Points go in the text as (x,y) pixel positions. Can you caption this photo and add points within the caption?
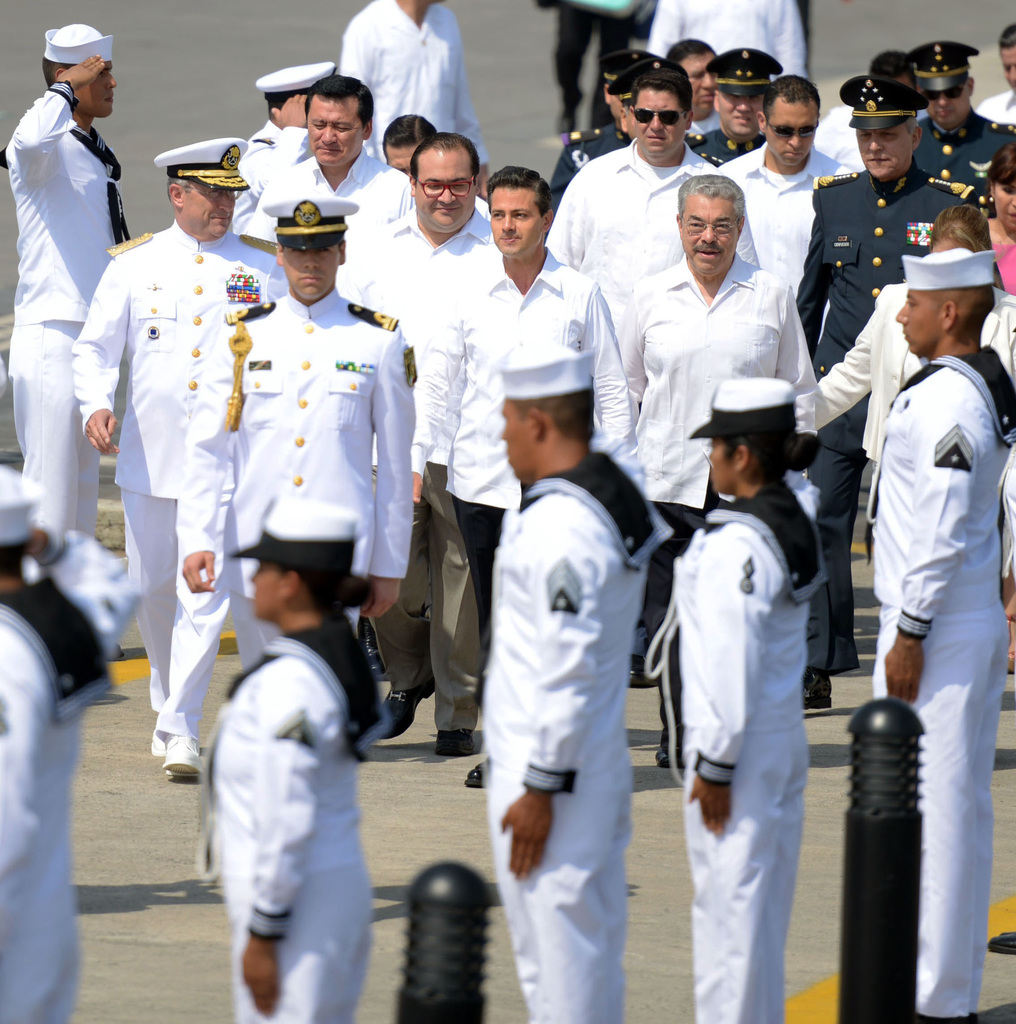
This picture describes about group of people (452,441), few are standing and few are walking, and we can see few people (336,504) wore white color clothes (407,551), beside to them we can find metal rods (906,783).
